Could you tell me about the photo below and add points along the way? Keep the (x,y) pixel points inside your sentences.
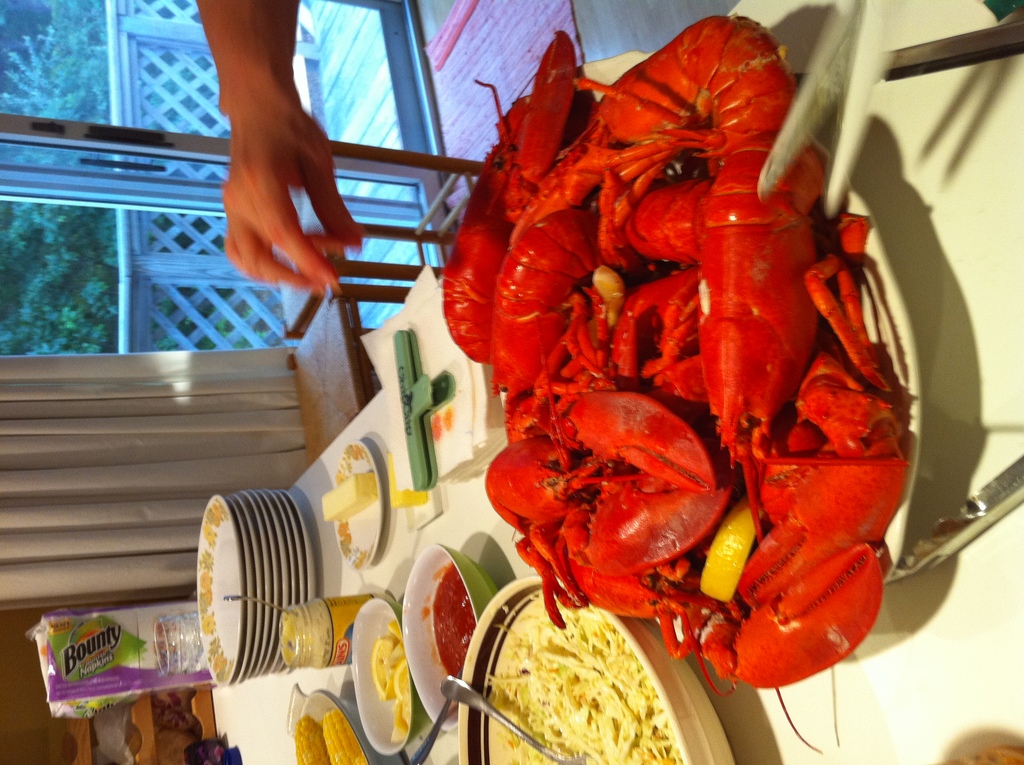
In the foreground (457,377) I can see a table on which plates (215,578), bowls (503,636), jar (291,620), food items (400,628) and lobsters (801,314) I can see. In the background (143,375) I can see a person's hand (280,131), window (159,212), curtain (181,380), fence (130,311) and trees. This image is taken may be in a room (333,286).
